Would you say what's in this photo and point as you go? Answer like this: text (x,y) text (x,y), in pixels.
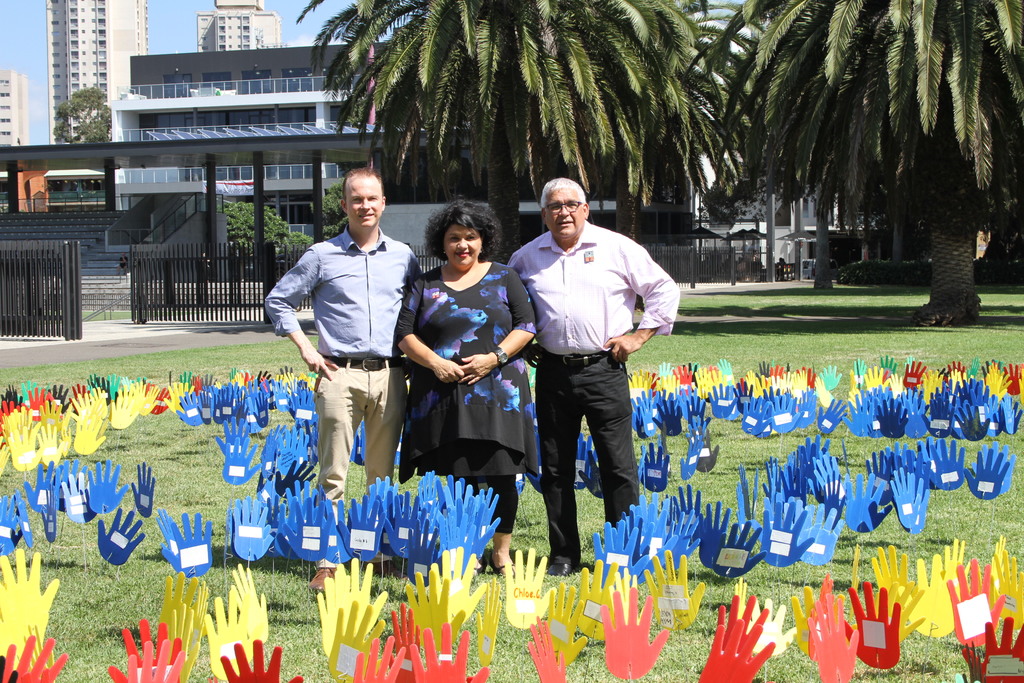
In this image we can see two men (374,243) and one women (461,336) are standing on the grassy land (159,574). In the background (209,176), we can see trees (637,106), fence (712,272), gate (171,272), stairs (93,252), the sky (174,47) and buildings (181,104). We can see colorful artificial palm like structure objects (737,601) on the grassy land (847,557) at the bottom of the image (810,556).
